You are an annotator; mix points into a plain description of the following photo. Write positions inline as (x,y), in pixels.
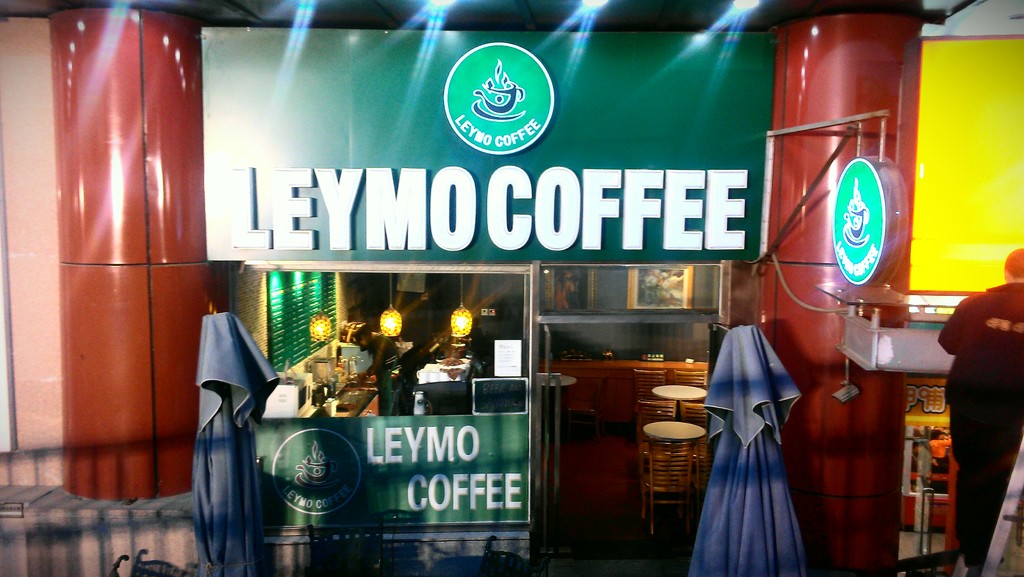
This image is taken indoors. In the middle of the image (616,239) there is a board (525,173) with a text (655,179) on it. There is a room (389,389) with many things (359,369) in it. Two men (393,350) are standing. There are a few empty chairs (649,418) and tables (672,389). There are two umbrellas (223,503). There is a wall (14,267) and there are two pillars (157,272). On the right side of the image (972,424) a man (954,429) is standing. There are a few objects (1003,535).
